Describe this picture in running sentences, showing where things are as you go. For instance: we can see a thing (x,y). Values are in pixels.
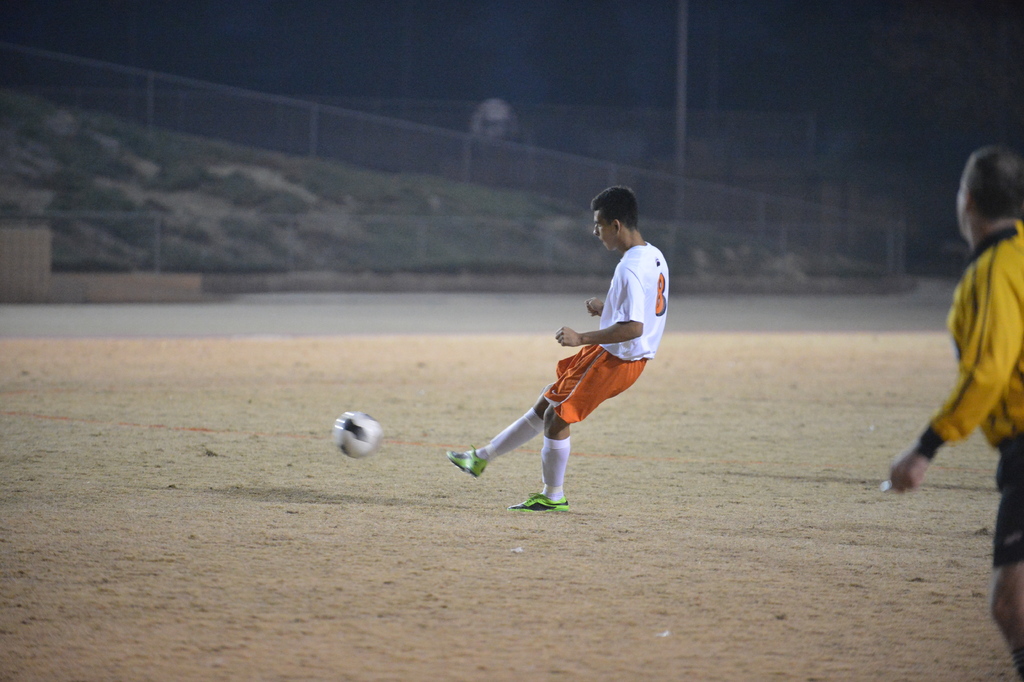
In this picture there is a boy (658,333) wearing a white color t-shirt (639,348) and orange track (613,376) playing football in the ground (277,448). Behind there is an another man (961,205) wearing yellow color t-shirt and running. In the background (239,253) there is a fencing grill (312,246) and a grass hill (376,204).
